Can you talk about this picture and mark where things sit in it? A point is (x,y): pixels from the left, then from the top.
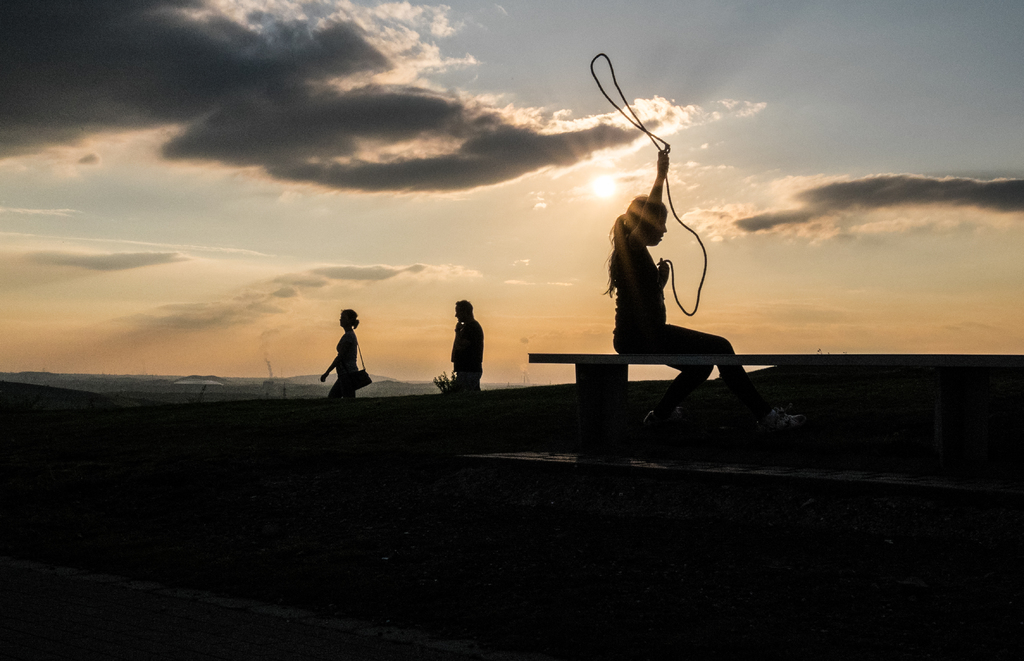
It is a silhouette picture there is a woman (652,319) sitting on the bench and doing some exercise, behind her there are two other people (343,349).
